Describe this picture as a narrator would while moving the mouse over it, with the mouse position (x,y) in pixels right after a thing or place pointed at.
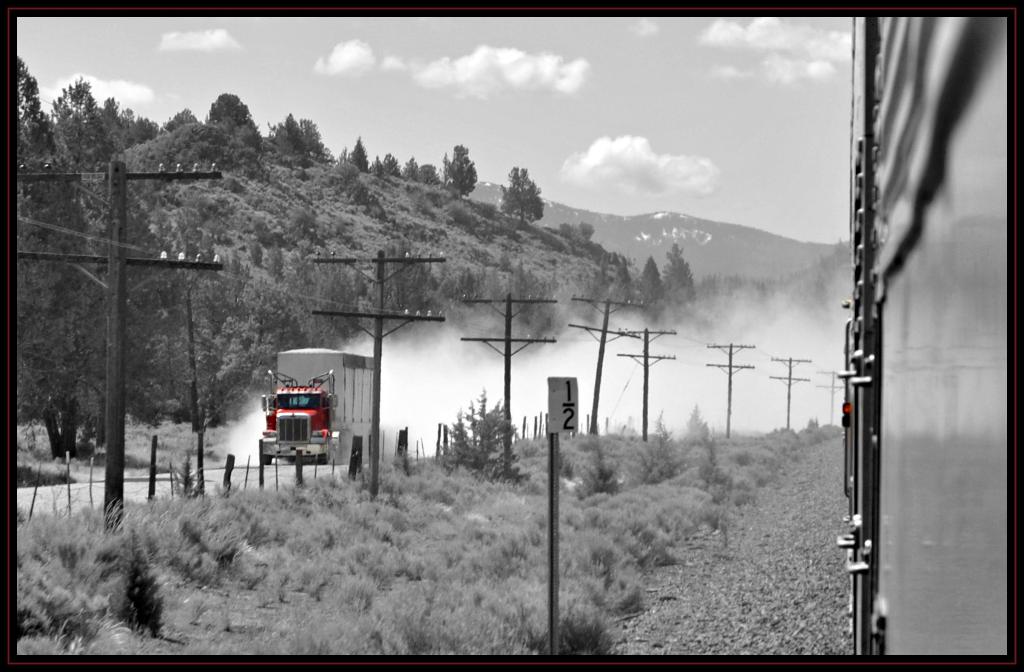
In the foreground (266,476) I can see trees (127,409), fence (403,440), electric poles (722,367), train (868,577) and a truck (330,454) on the road (312,469). In the background (228,251) I can see mountains (495,275) and the sky (266,59). This image is taken from the train (880,389).
